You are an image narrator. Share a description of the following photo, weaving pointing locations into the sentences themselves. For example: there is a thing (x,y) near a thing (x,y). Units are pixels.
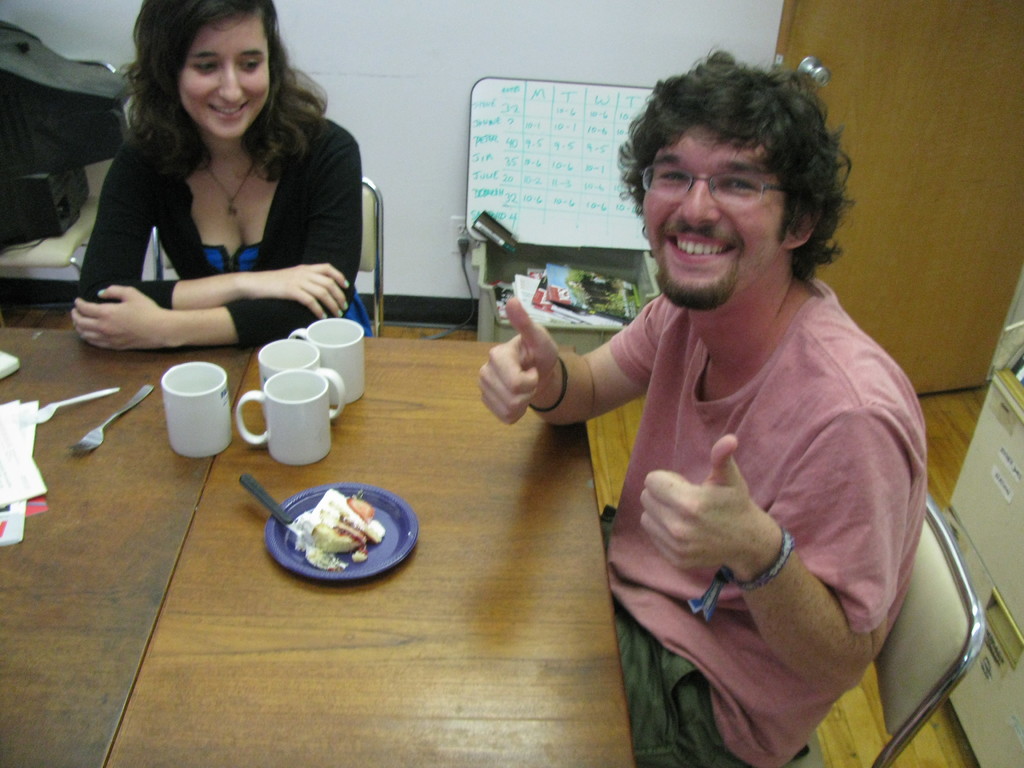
In this image, There is a table (373,700) which is in brown color on that table (177,617) there is a plate (392,544) which is in blue color and there are some people (703,533) sitting on the chairs (959,672) and in the background (894,357) there is a brown color door (851,119) and a white color wall (542,60).
